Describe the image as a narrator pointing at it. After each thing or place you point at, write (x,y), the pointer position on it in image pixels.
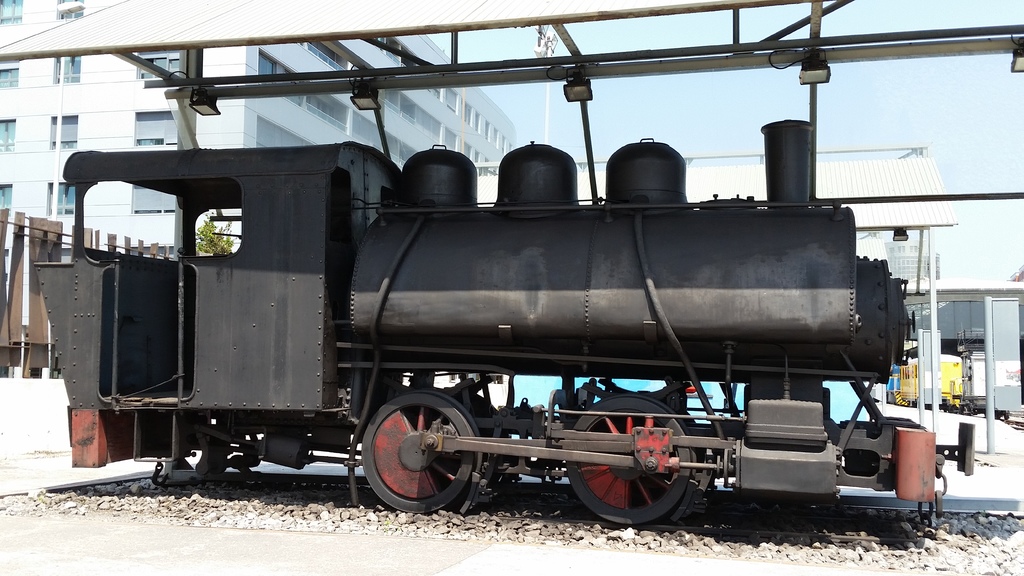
In this image there is a bogie (406,298) of a train (274,252) on a railway track (772,529). There are stones (689,536) on the railway track (936,538). Above the bogie (364,274) there is a shed (530,3). There are lights (359,100) to the shed (198,87). Behind the train (774,312) there are many sheds (913,291). To the left (103,112) there is a building (139,103). At the top (720,94) there is the sky (671,87).
